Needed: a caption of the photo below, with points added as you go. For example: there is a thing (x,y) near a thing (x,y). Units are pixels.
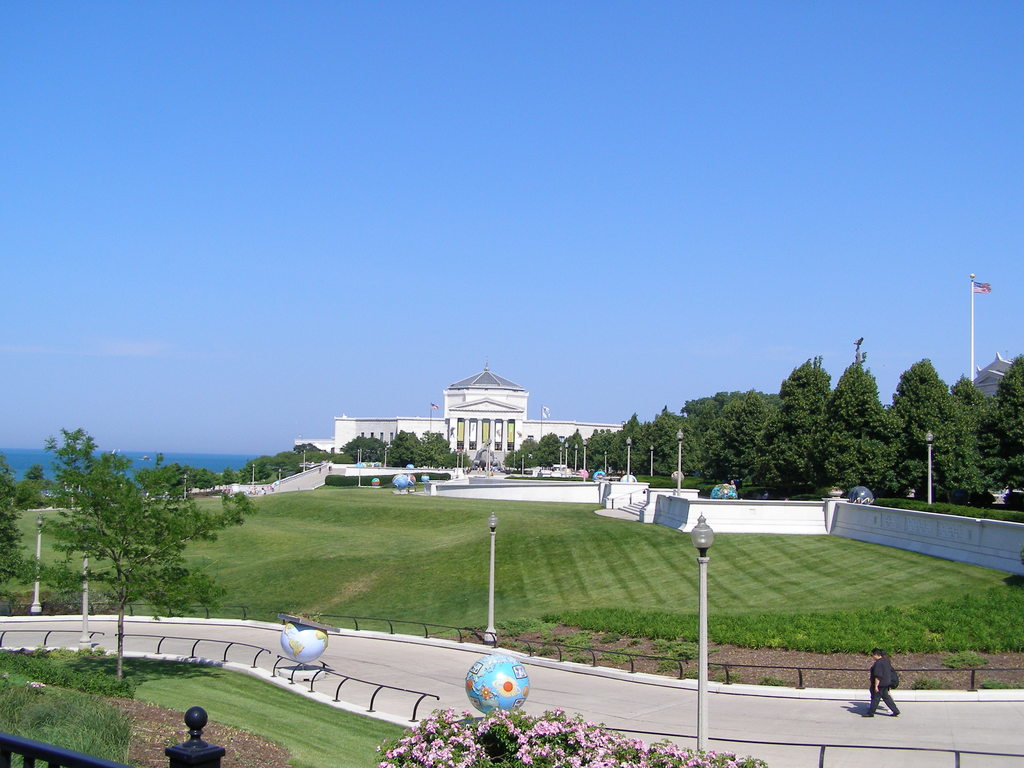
In this image I can see a person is walking on the road (750,717). I can also see fence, flower plants (525,725), the grass (185,692) and trees (543,446). In the background (530,421) I can see a building (506,444), street lights (630,454), plants (697,454) and the sky (334,242).
